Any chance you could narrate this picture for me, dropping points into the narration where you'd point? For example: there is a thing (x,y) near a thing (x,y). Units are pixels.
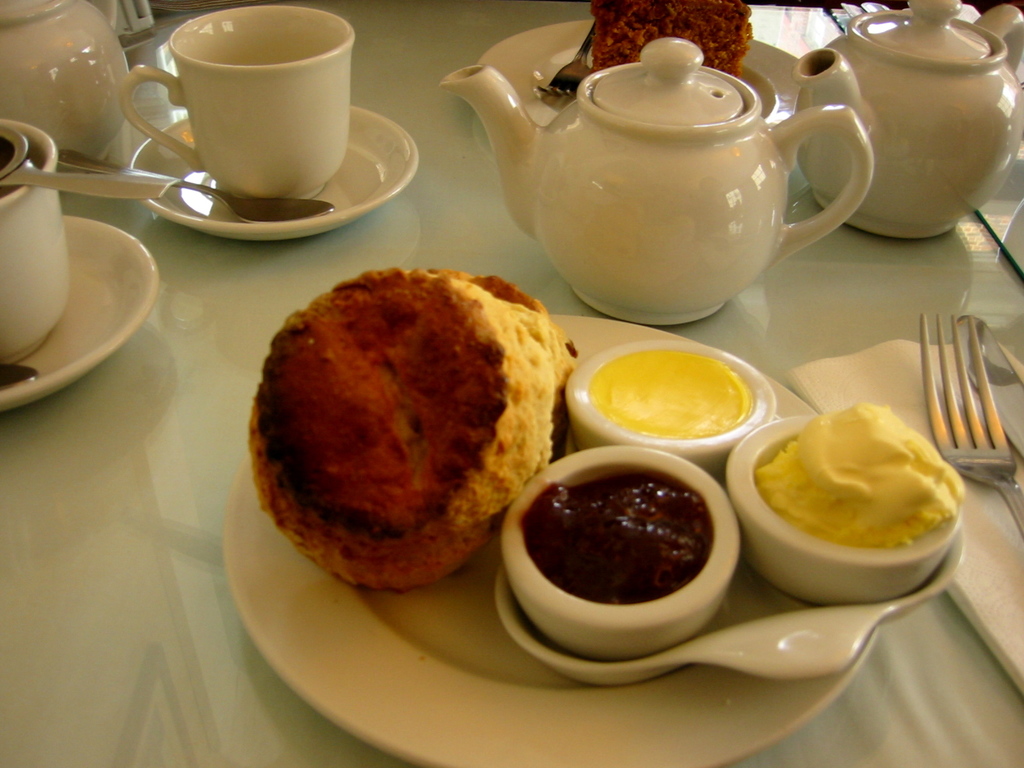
In the image on the white surface (191,689) there is a plate (277,577). On the plate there is a food item (387,427) and bowls (835,548) with food items (945,499). On the right side of the image (989,458) here is a fork (994,430) and a tissue (977,552). And also there are kettles (538,183), cups (248,183) with saucers (86,319), and many other things (608,59).
